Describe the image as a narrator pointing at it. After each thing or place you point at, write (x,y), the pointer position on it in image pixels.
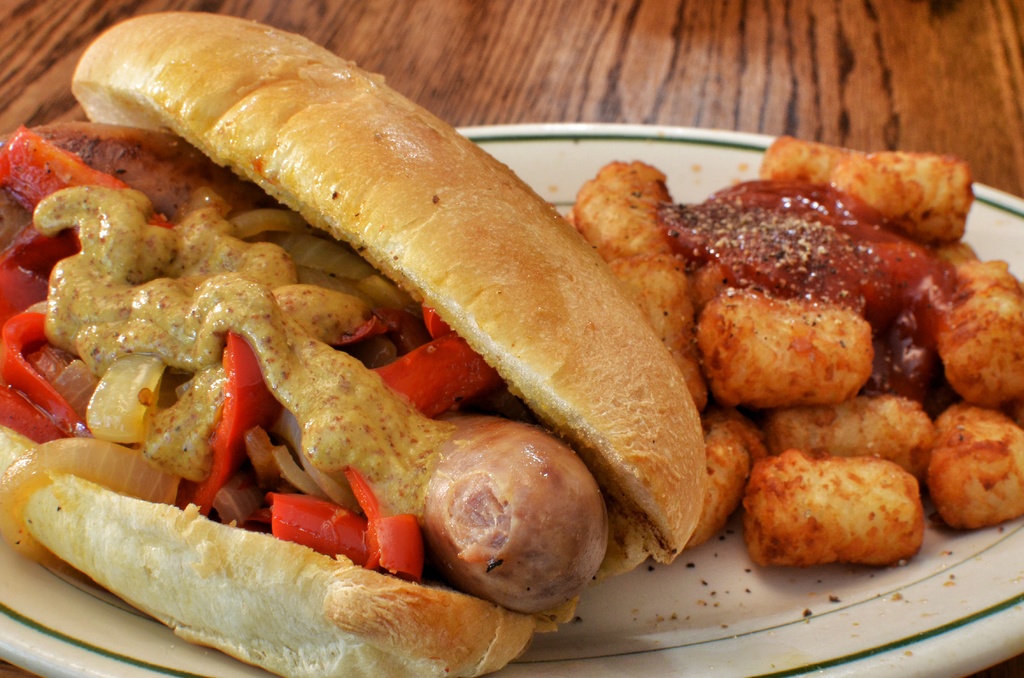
In this picture there is a plate (761,659) in the center of the image (585,264), which contains food items (766,388) in it.
